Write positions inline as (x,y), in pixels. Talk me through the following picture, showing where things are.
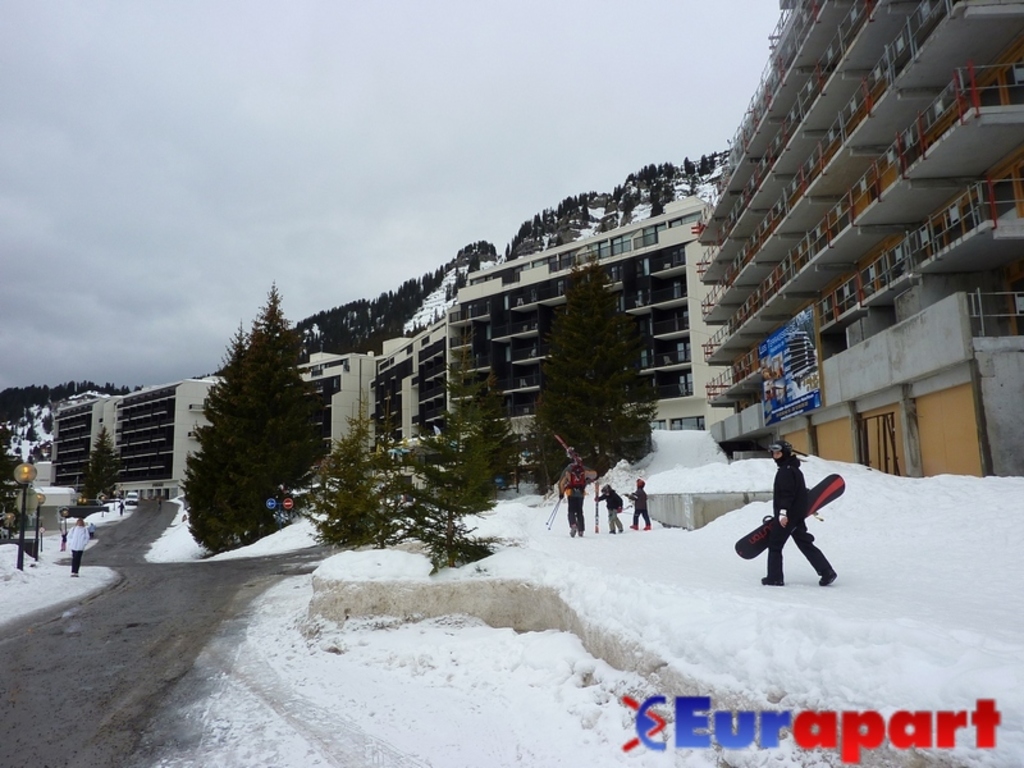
In this image I can see a logo (762,716), trees (607,371), a group of people (778,497) on the road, light poles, snow (432,608) and buildings (529,401). In the background (693,182) I can see mountains (673,180) and the sky (367,208). This image is taken may be during a day.
